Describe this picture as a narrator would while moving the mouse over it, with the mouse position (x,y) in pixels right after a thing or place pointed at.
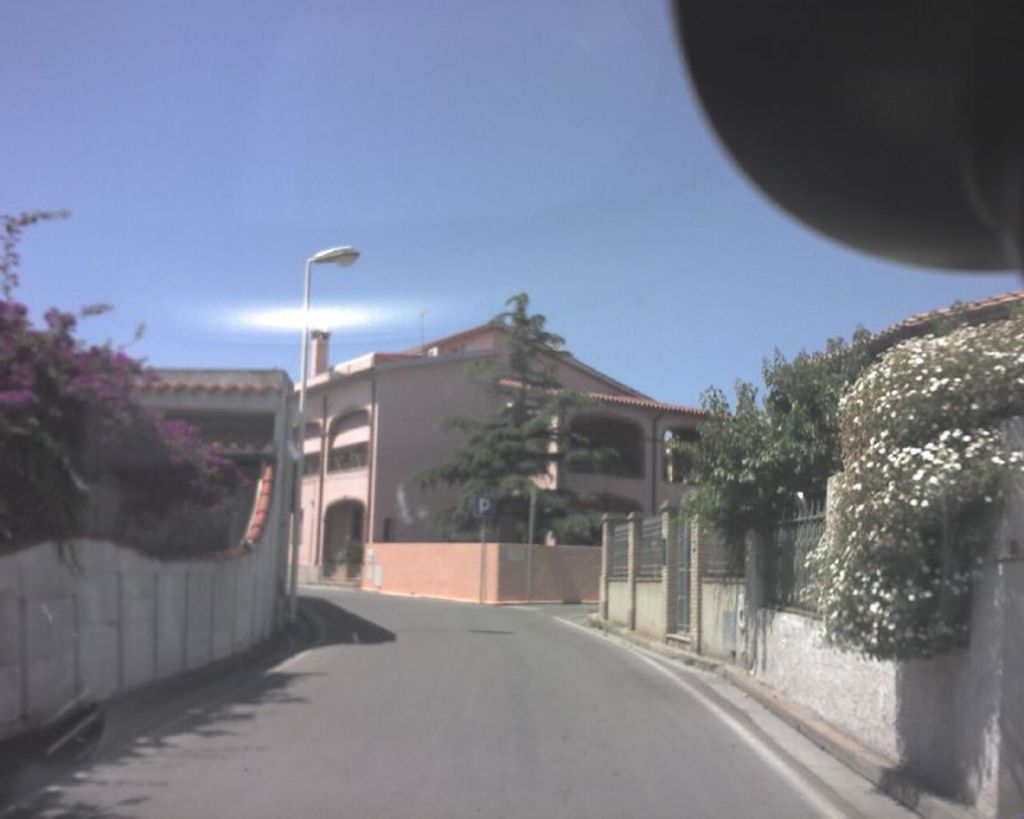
This picture shows couple of buildings (413,408) and we see trees (723,511) and a pole light (346,263) and we see a blue sky (329,180).
